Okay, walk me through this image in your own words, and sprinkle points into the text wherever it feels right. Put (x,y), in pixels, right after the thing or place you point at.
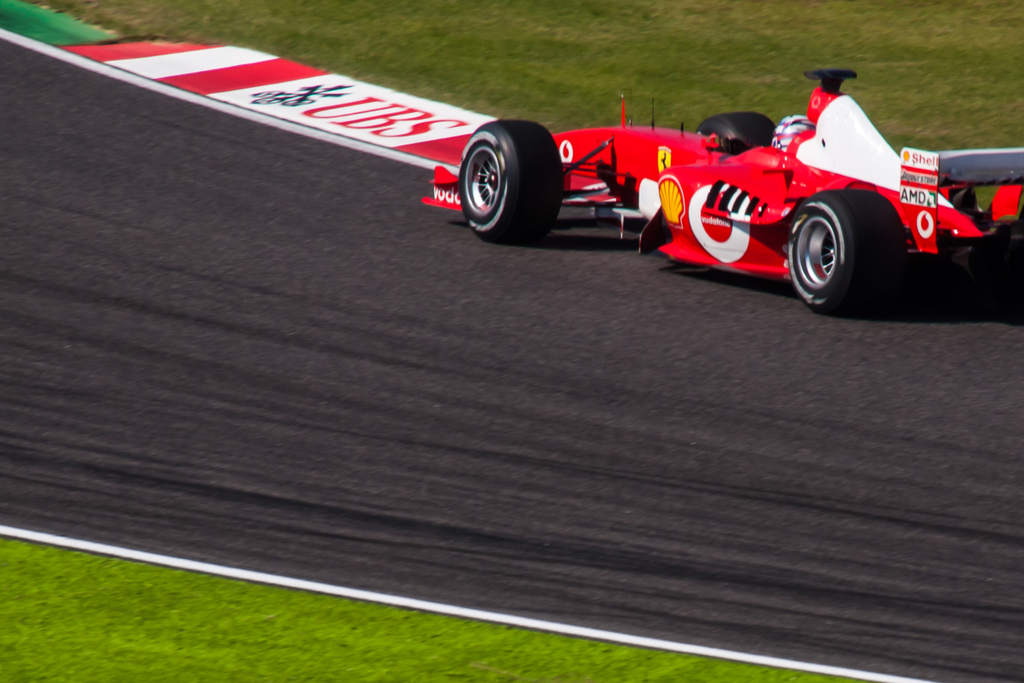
In this image, we can see a vehicle (518,132) on the road (370,502) and there is a board (238,102).
